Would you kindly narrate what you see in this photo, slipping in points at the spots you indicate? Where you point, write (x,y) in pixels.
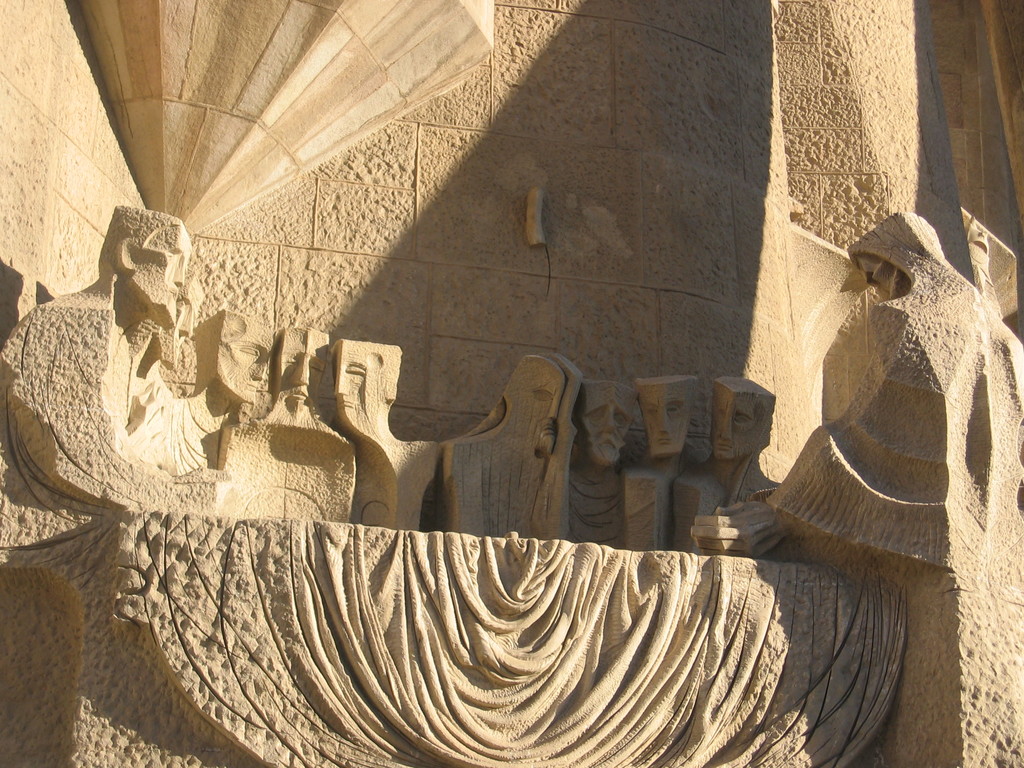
Here we can see sculptures (897,458) and wall (645,139).
